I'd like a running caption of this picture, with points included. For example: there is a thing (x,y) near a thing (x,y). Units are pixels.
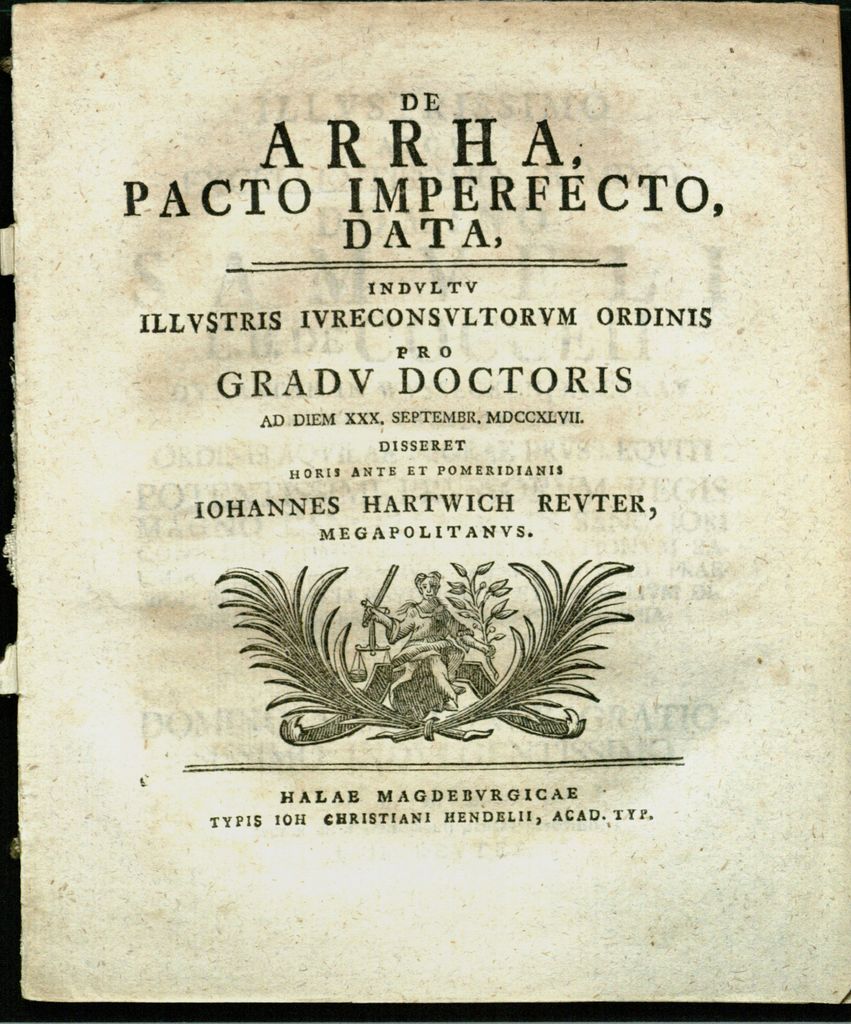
In this image, I can see a paper (773,534) with the words (374,503) and a logo (382,602).
